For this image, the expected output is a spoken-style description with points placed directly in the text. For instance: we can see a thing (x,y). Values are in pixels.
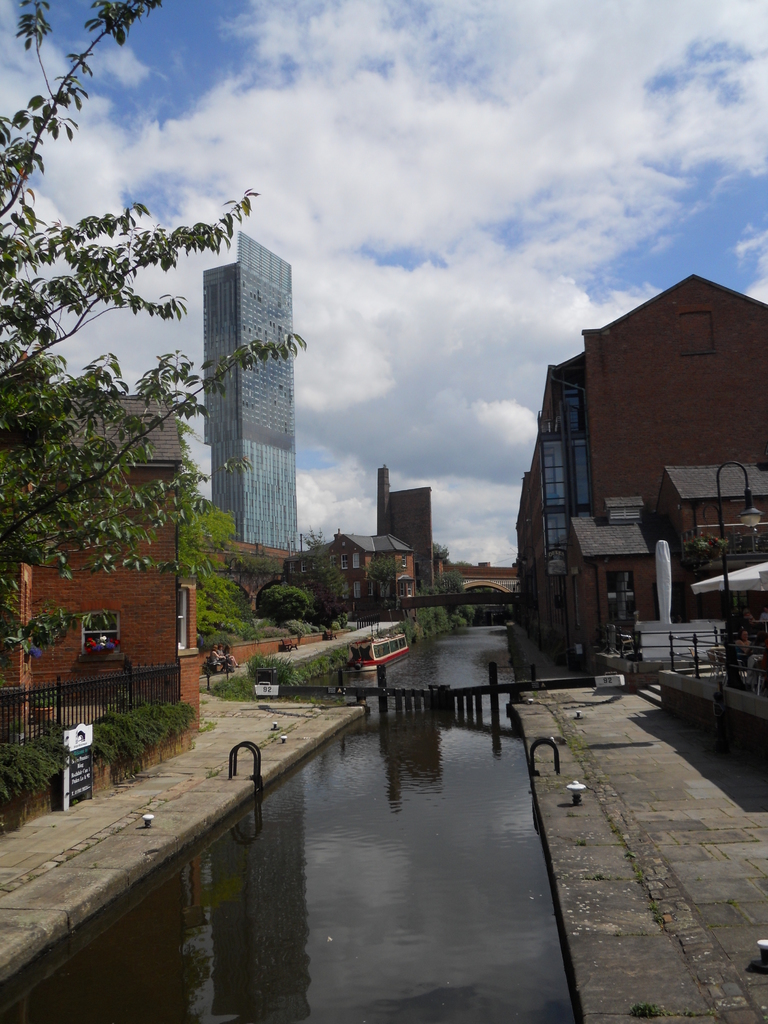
In this picture there are buildings (672,423) and trees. On the right side of the image (767,586) there is a tent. On the left side of the image (30,721) there is a railing (20,726) and there is a board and there is a boat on the water (425,676). In the middle of the image (506,682) there is water (377,830). At the top (457,216) there is sky (487,193) and there are clouds (609,170).
